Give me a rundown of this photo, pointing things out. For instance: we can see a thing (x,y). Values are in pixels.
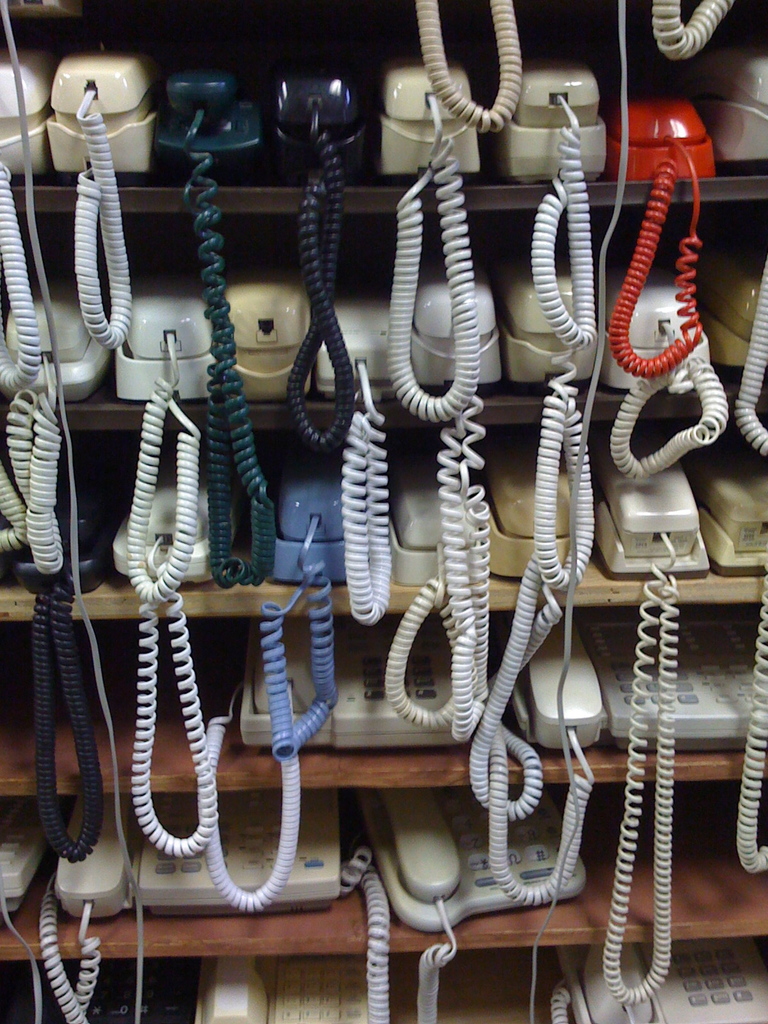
In this image I can see many telephones (581,194) inside the cupboard (208,649). These telephones (92,860) are in cream, black, green, white, red and blue color.
